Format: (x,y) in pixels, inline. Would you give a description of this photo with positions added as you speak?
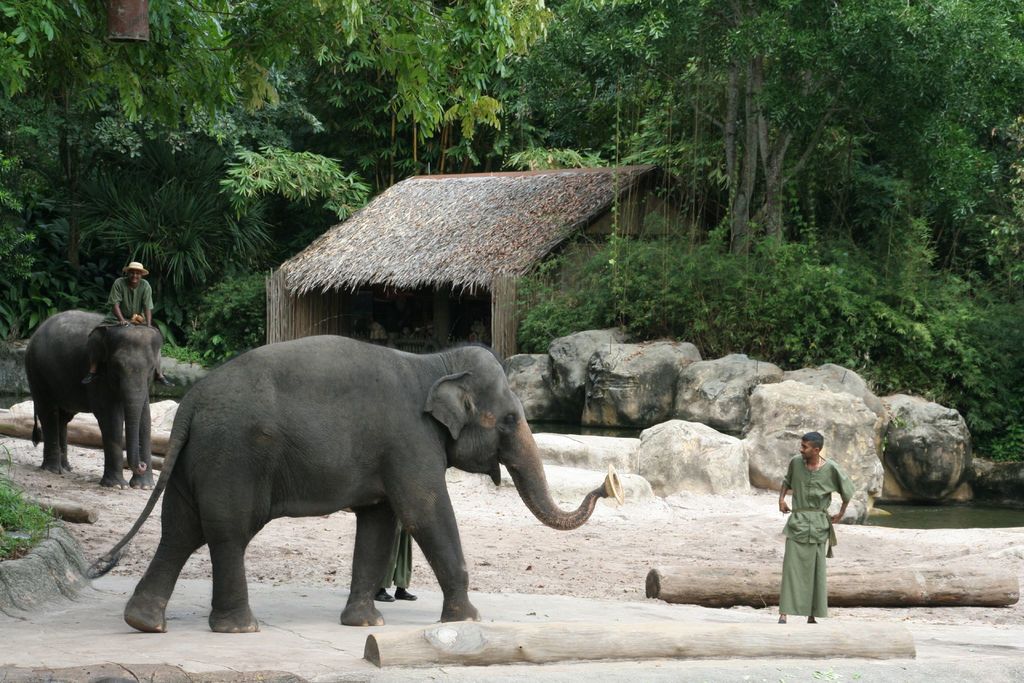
In this image there are elephants (312,412) and there are persons (822,510) standing on the ground (686,533). In the background (121,305) there is a person (137,299) sitting on the elephant (86,334), there are trees (98,295), there are stones (543,356) and there is a hut (411,280).
